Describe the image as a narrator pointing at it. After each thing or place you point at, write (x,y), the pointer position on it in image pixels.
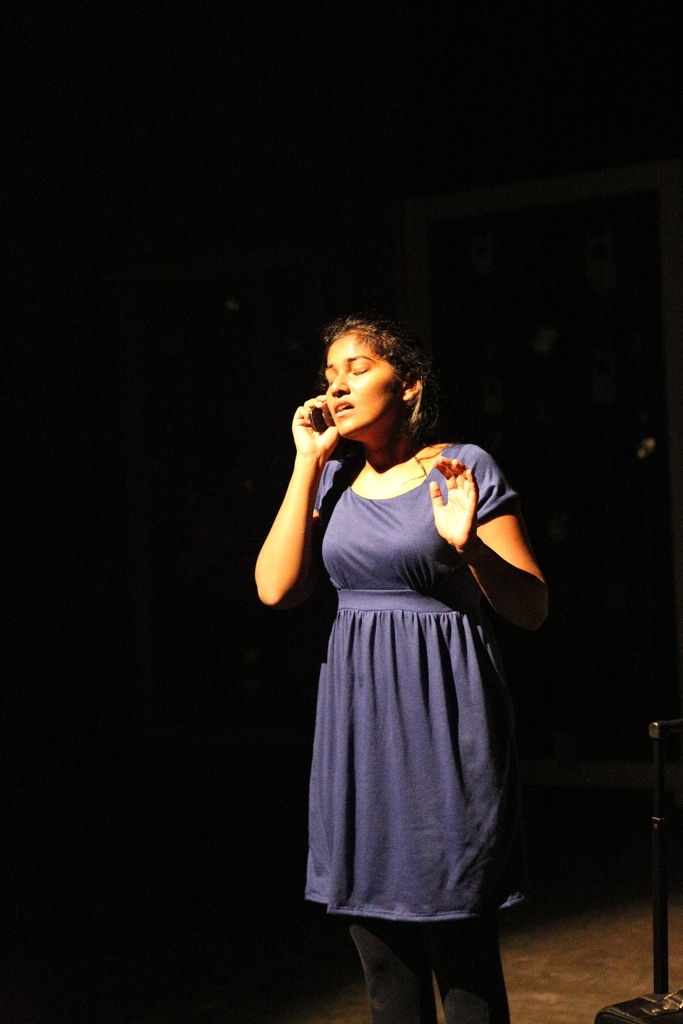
In this image we can see a person (414,568) standing on the floor (538,964) and holding an object (314,424), there is an object (647,1009) beside the person (307,414) and a dark background (528,264).
